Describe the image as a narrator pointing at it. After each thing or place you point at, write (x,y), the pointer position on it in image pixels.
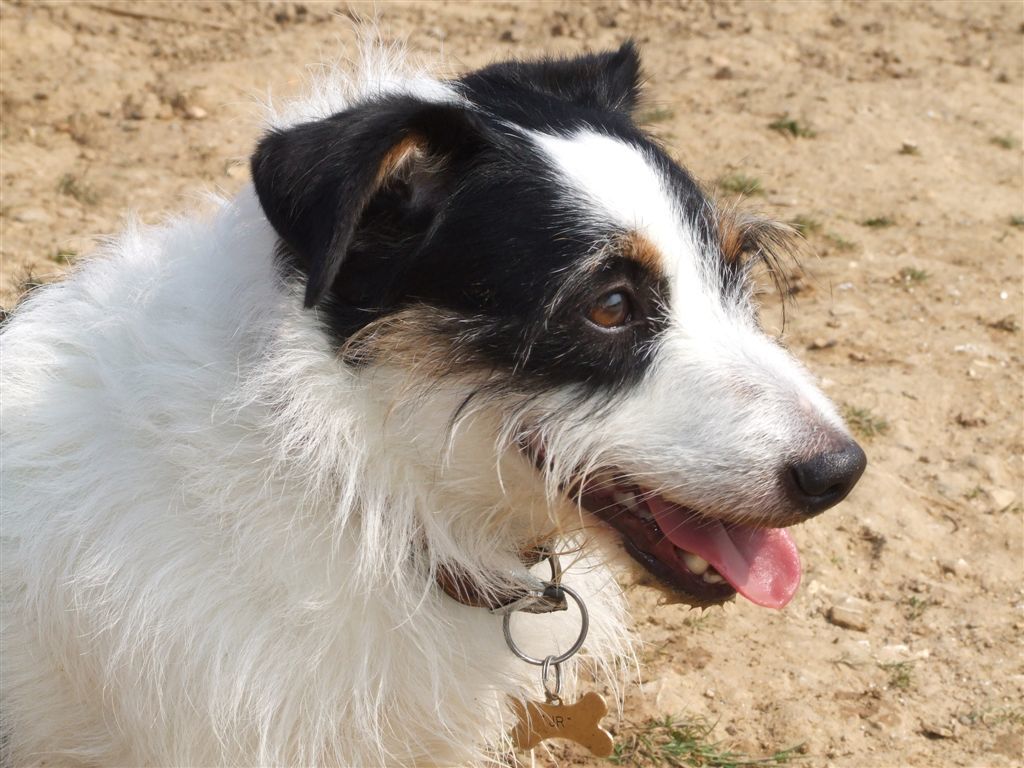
In this picture we can see a dog (510,541) on the ground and a chain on dog (525,436).
